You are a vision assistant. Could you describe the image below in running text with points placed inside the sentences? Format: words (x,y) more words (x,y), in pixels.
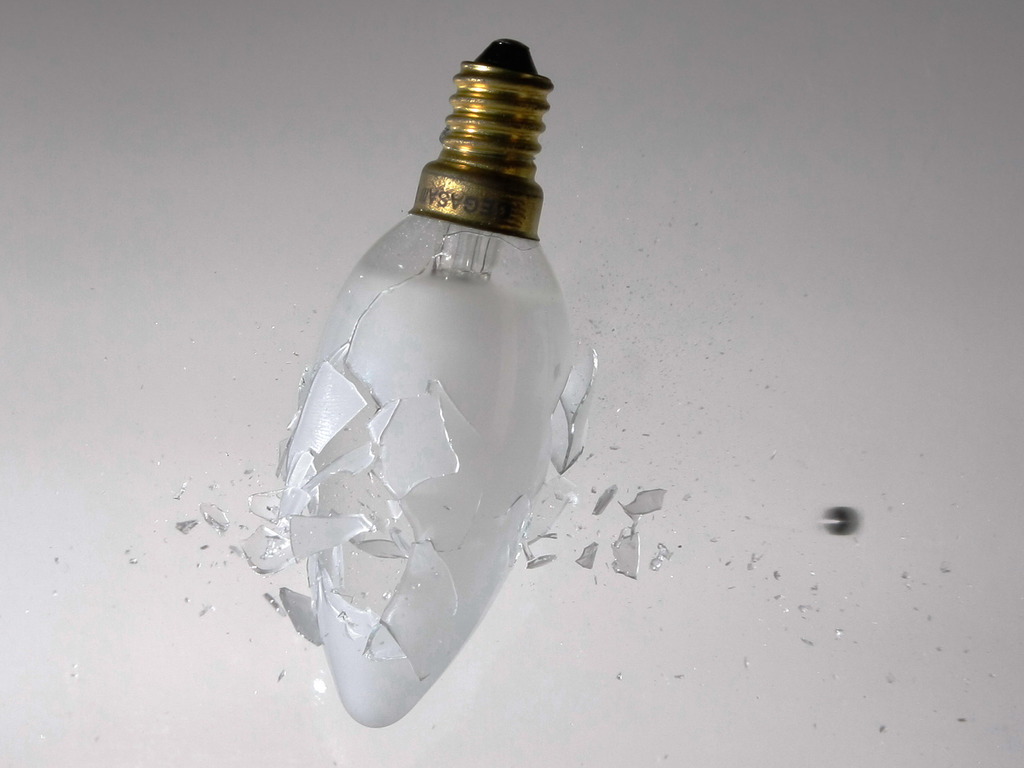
In the foreground of this image (444,357), there is a broken bulb (471,431) in the air (293,158) and the white background (250,168).
